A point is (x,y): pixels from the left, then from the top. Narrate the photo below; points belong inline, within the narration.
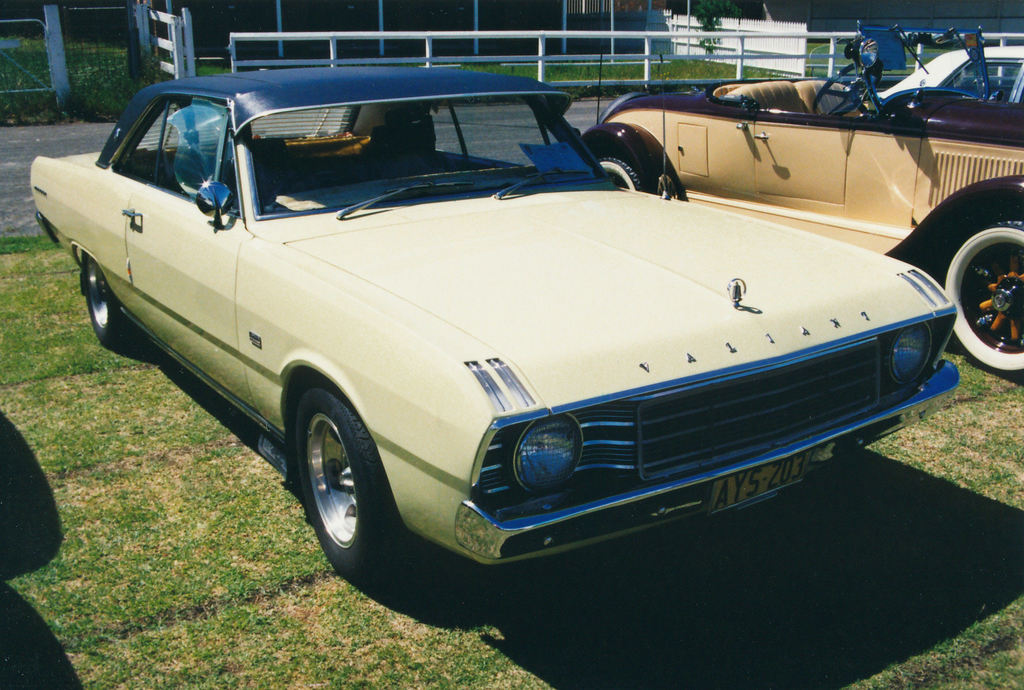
In this image I can see two vehicles (691,224) visible on the ground (144,486), at the top (186,38) I can see a fence (473,58).
